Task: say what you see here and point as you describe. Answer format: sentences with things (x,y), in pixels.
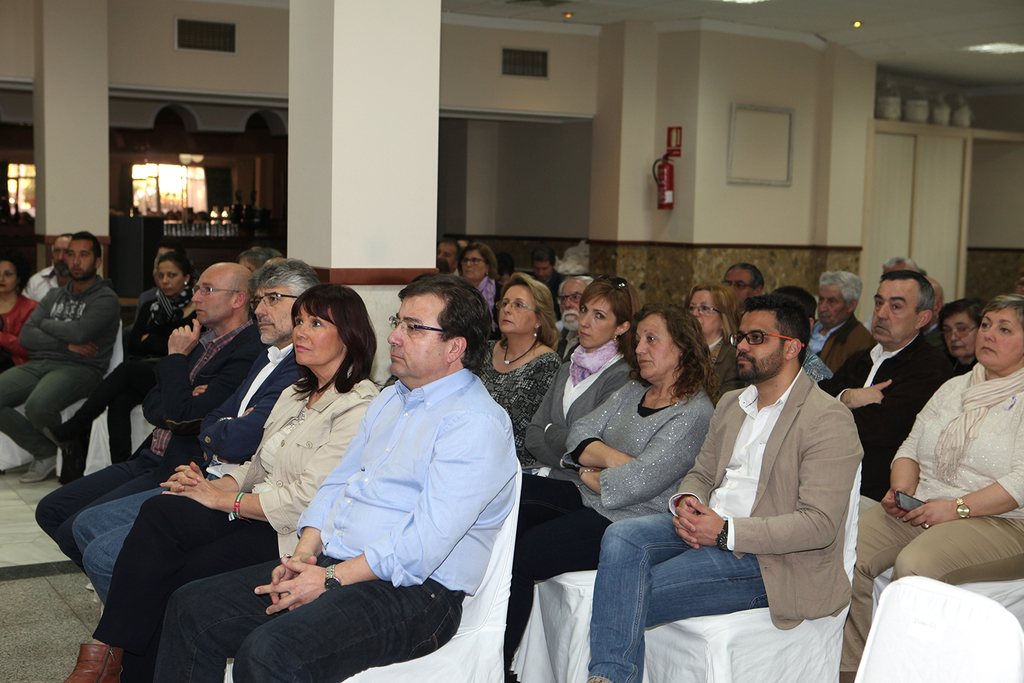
There are groups of people (206,398) sitting on the chairs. These are the pillars (391,206). I can see a fire extinguisher (669,184), which is attached to the wall (678,163). This looks like a door (921,193). In the background (173,187), I think these are the windows (177,199).
